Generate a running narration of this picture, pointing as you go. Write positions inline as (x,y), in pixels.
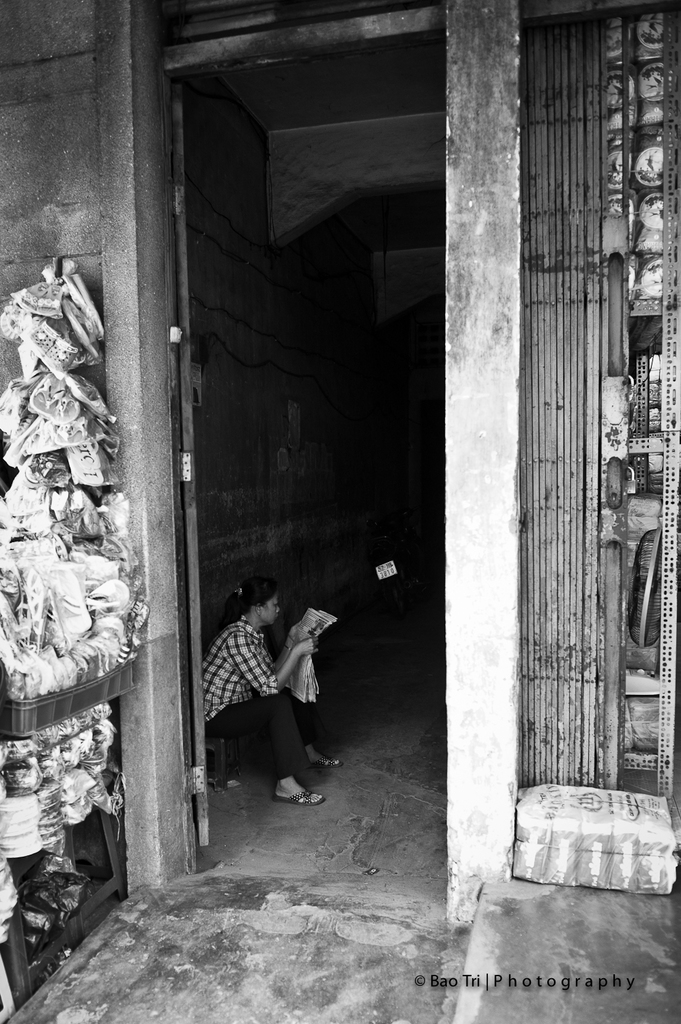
This is a black and white picture. A woman (260,628) is sitting on a stool (228,780) and she is holding a paper (293,686) in her hand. Left side (51,893) there are few objects (29,822) on the table (54,940). Right side (667,668) there is a rack (665,679) having few objects (650,237) on it. Middle of image (385,575) there is a bike (396,595).
